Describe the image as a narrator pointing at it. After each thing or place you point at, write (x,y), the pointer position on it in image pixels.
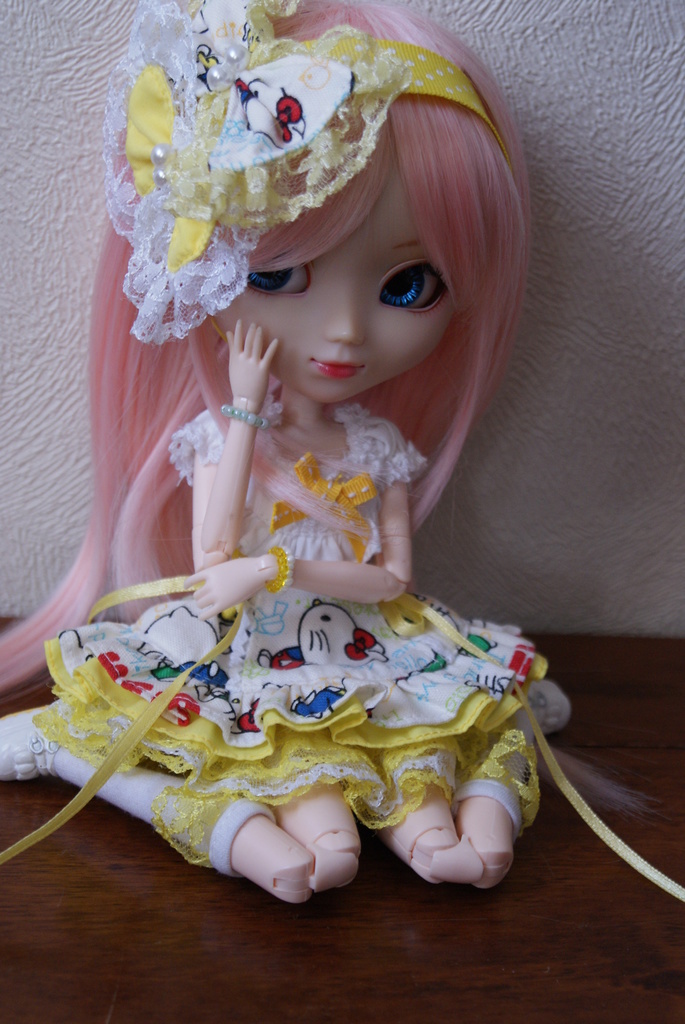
In this image I can see a doll (239,781) in the centre (409,436) and I can see she is wearing yellow and white colour dress (350,652). I can also see she is wearing a yellow color hair band (442,86).
